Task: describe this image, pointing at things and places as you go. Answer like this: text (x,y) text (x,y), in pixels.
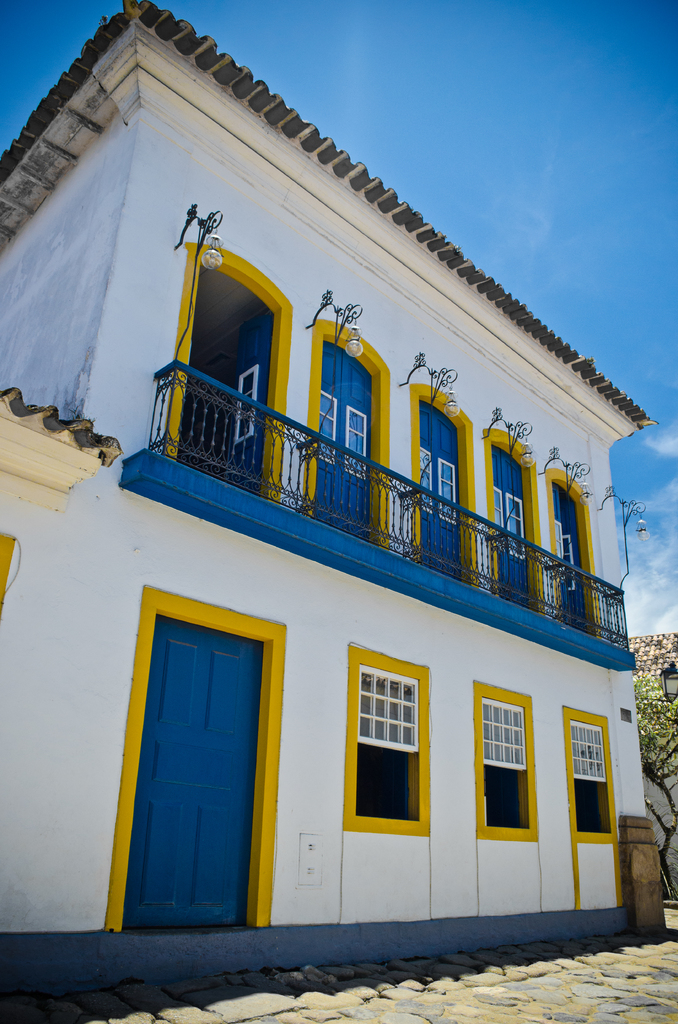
In this image I can see the building (361,484), windows (604,768), railing (452,503), doors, lights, trees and the sky (504,143) is in blue and white color.
